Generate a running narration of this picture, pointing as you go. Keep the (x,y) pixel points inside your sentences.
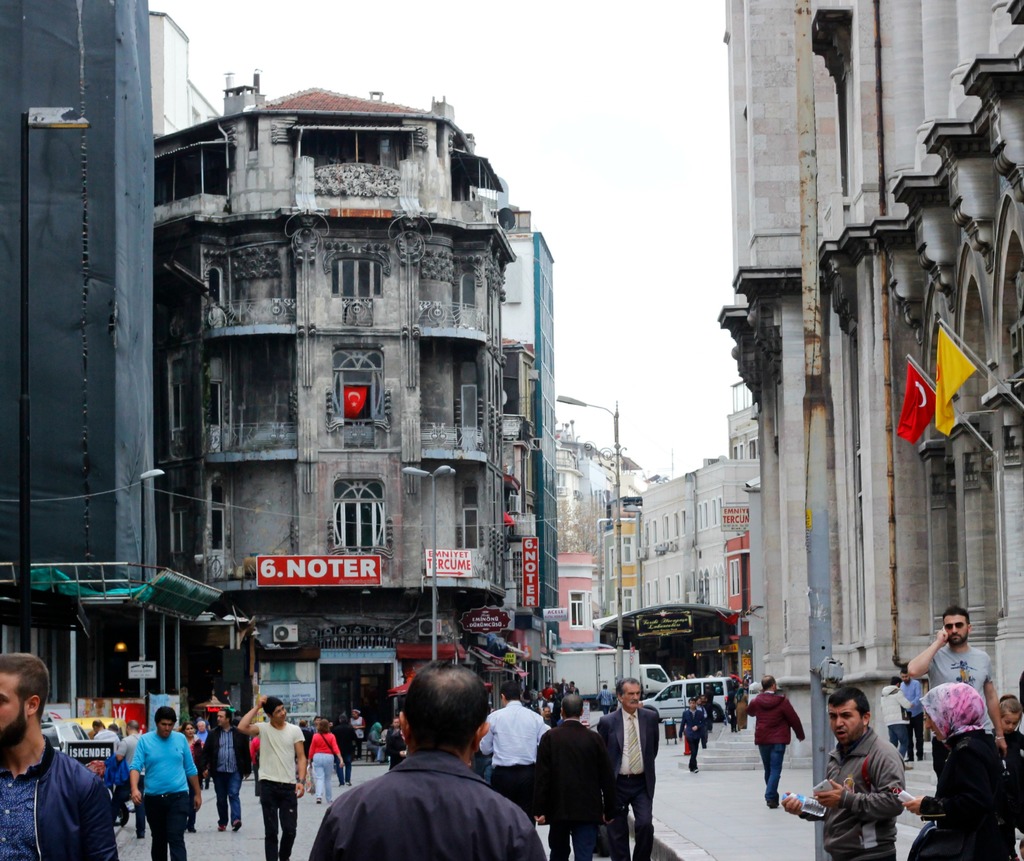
In this picture I can see few people (412,797) are walking on the road (307,811), around there are so many buildings (345,618), boards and flags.
